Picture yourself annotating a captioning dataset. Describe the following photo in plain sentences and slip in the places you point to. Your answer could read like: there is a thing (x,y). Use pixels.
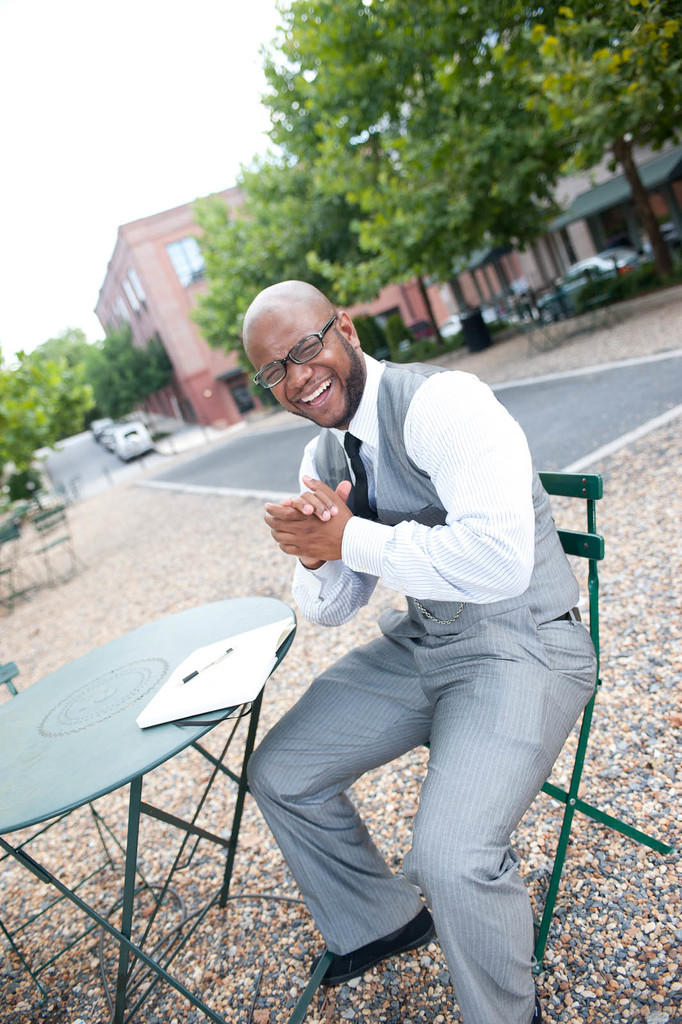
In the image we can see there is a man (392,545) who is sitting in front (473,940) wearing formal suit (397,381) he is smiling and in front of him there is a table (116,768) on which there is a paper (188,693) on which there is a pen (212,665) kept. Behind the person (373,416) there are buildings (188,334) and lot of trees (281,269) and the cars (135,457) are standing on the road (237,467).
